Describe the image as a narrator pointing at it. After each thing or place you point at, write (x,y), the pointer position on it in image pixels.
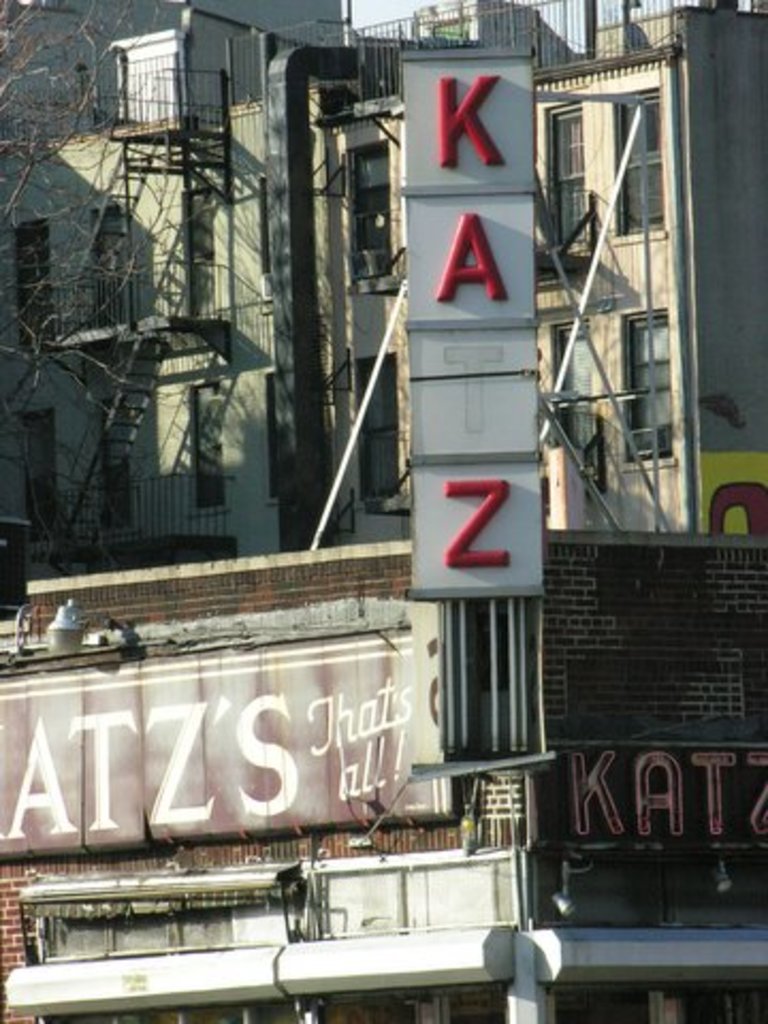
In this picture we can see few buildings (297,555), hoardings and metal rods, on the left side of the image (24,363) we can see a tree (108,238).
